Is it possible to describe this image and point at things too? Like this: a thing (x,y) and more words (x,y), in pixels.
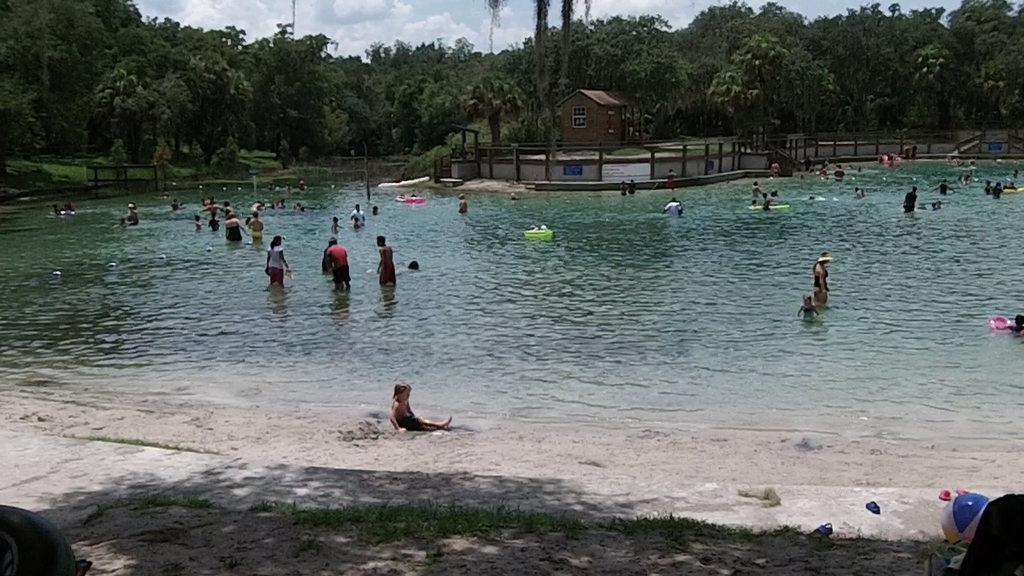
In this image I see the sand (556,554), green grass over here, a ball (960,511) which is of blue, white and yellow in color and I see the water (412,225) and I see number of people (347,262) in the water (621,232) and I see a house (589,136) over here and I see the fencing (883,141). In the background (43,141) I see the trees (548,113) and the sky (479,25).
